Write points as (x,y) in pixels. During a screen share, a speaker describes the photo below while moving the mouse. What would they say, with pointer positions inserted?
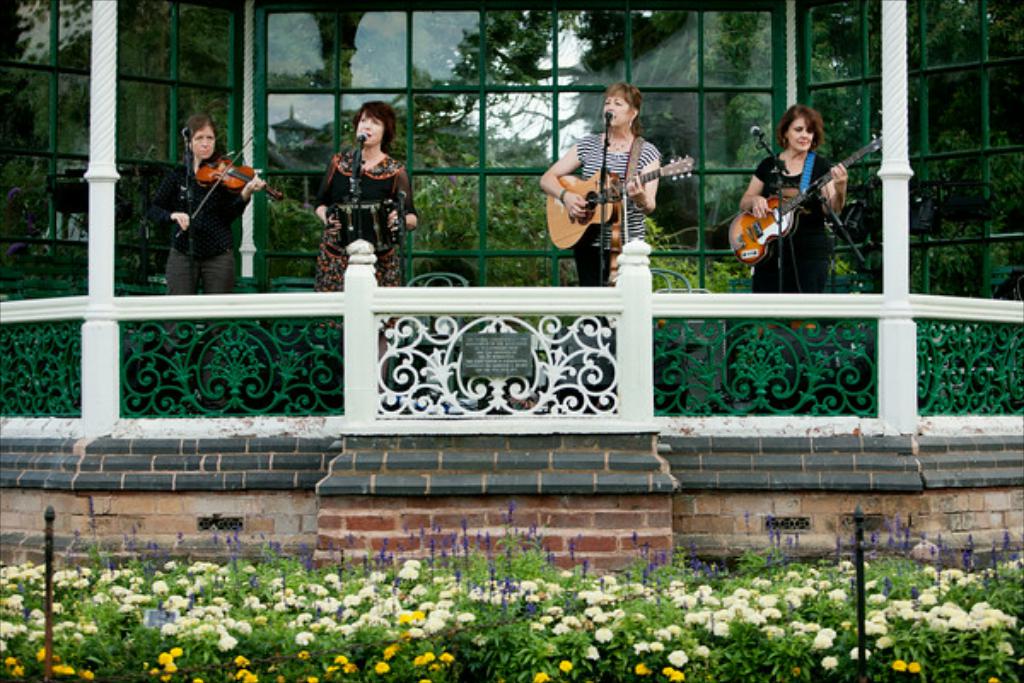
In this image i can see a group of women (222,226) are playing musical instruments (343,233) in front of a microphone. I can also see there are flower plants (556,628) on the ground (475,627).
